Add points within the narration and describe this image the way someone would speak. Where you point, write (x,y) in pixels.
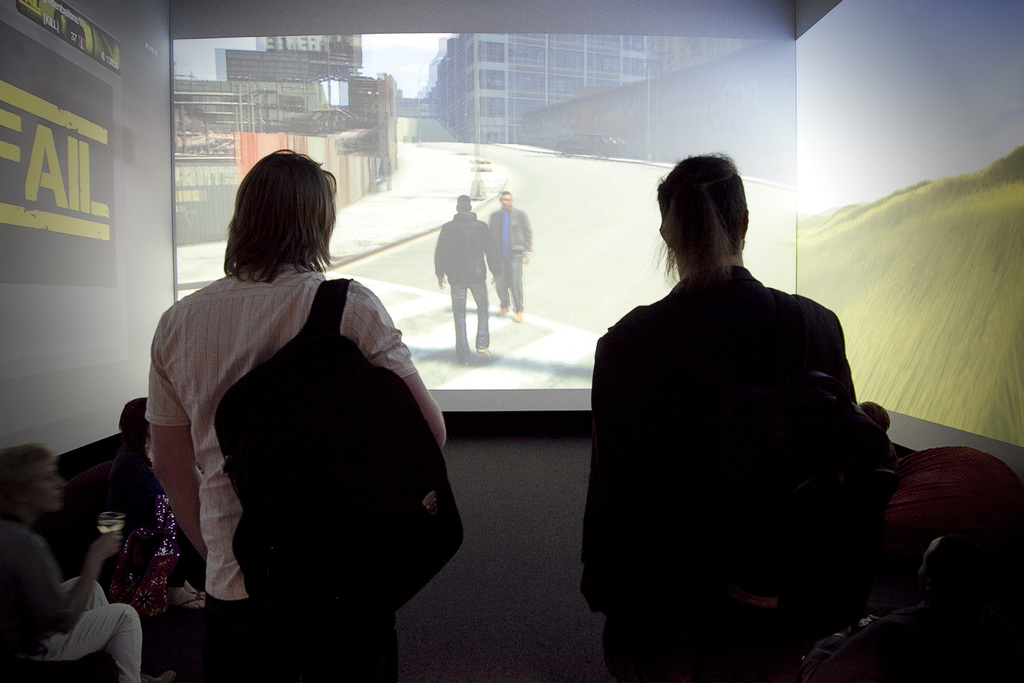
In the foreground of the picture (548,554) there are group of people (9,482). In the center (668,411) there are two persons (737,386) wearing backpacks (395,409). In the background (480,86) there is a led screen (551,124). On the right (1023,125) it is screen (902,11). On the left (45,179) it is screen (45,220).
